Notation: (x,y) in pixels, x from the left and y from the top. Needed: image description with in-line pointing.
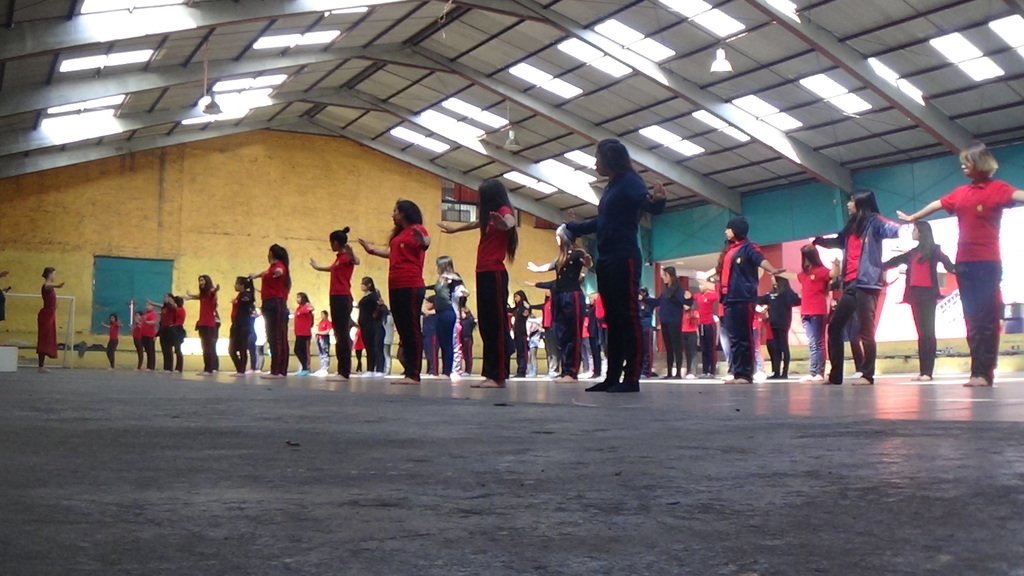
In this picture we can see a group of people (49,356) standing on the floor (633,407), wall (212,230), roof (381,7) and some objects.
